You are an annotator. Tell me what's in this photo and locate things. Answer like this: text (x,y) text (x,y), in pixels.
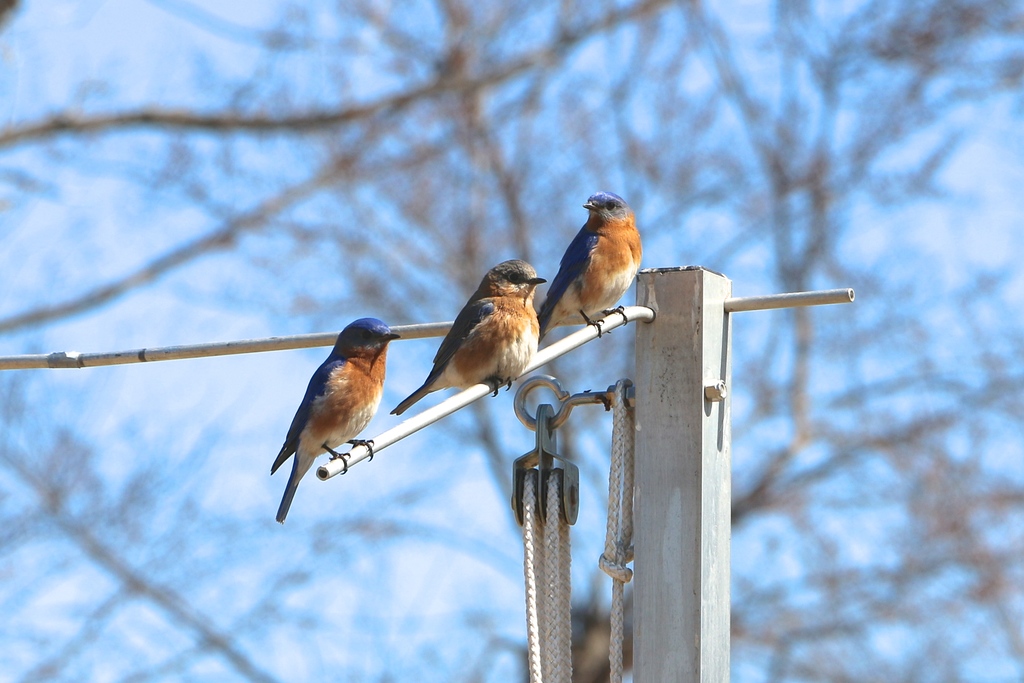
In the picture there is a metal pole (687,409) and three birds (524,318) were sitting on the stick (650,311) that is attached to that pole (660,294), the background of the pole (645,329) is blur.
